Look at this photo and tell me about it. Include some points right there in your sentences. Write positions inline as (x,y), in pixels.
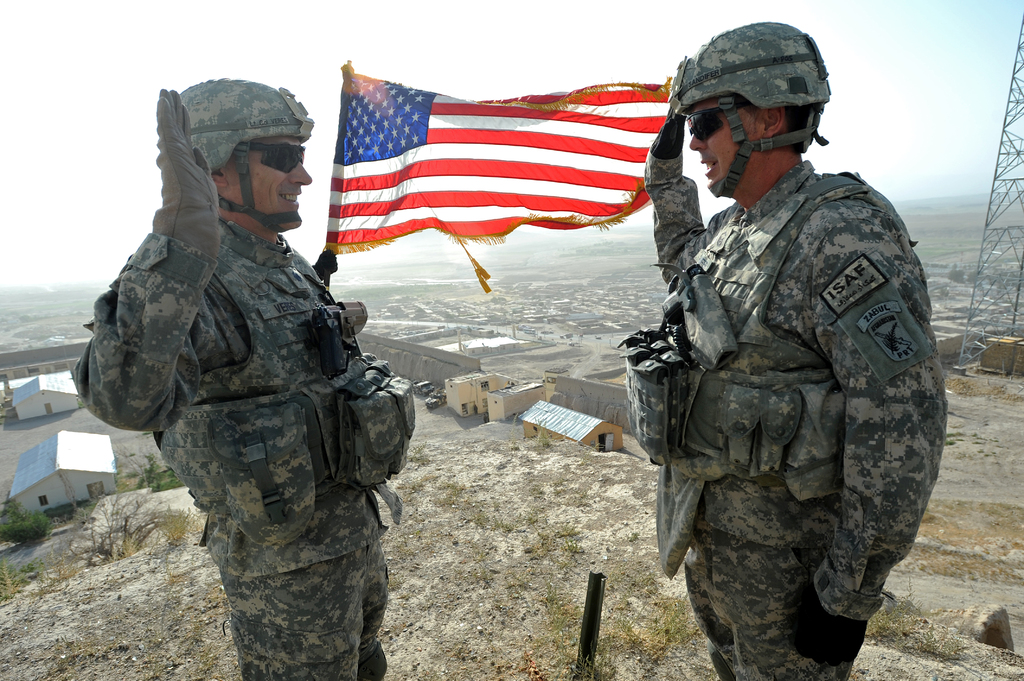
In this picture we can see two men (788,600), here we can see a flag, sheds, power tower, trees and few objects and in the background (1000,62) we can see the sky (1000,24).
